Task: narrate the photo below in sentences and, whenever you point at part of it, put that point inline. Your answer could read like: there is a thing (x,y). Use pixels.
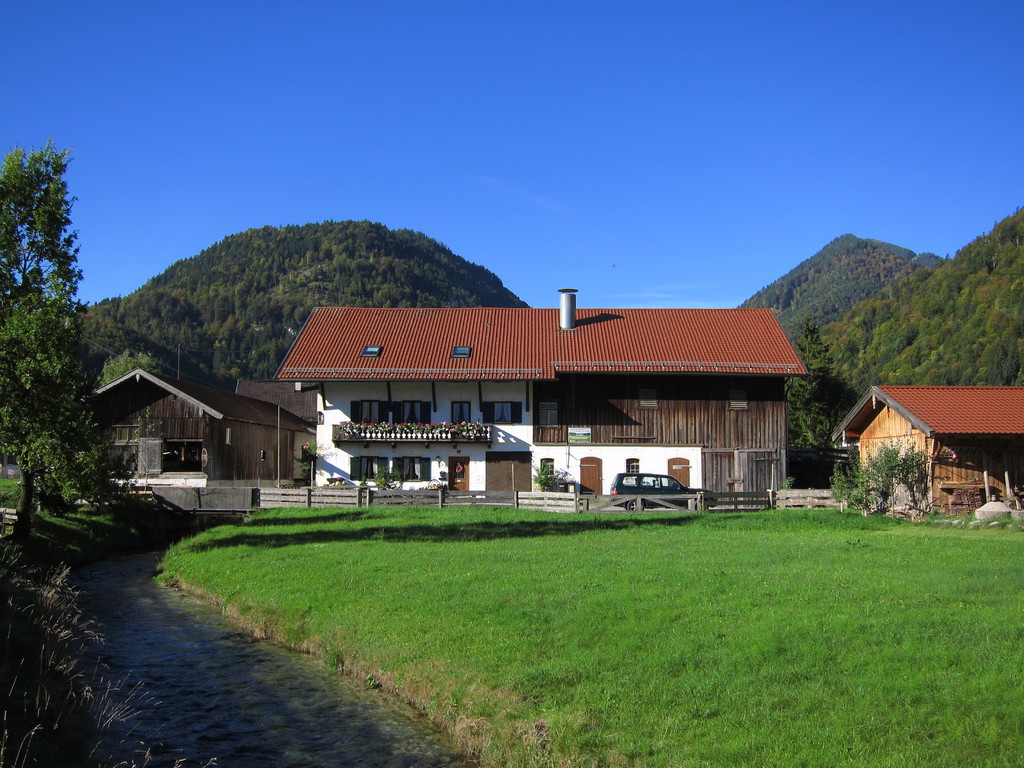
In this image we can see houses (471,374). In front of the houses (567,421) we can see a vehicle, plants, wooden fencing (368,503) and the grass (714,550). On the left side (69,588) we can see the grass (6,552) and trees (3,295). Behind the houses (484,363) we can see the mountains (206,312) and a group of trees (188,305). At the top (647,128) we can see the sky (542,165).
